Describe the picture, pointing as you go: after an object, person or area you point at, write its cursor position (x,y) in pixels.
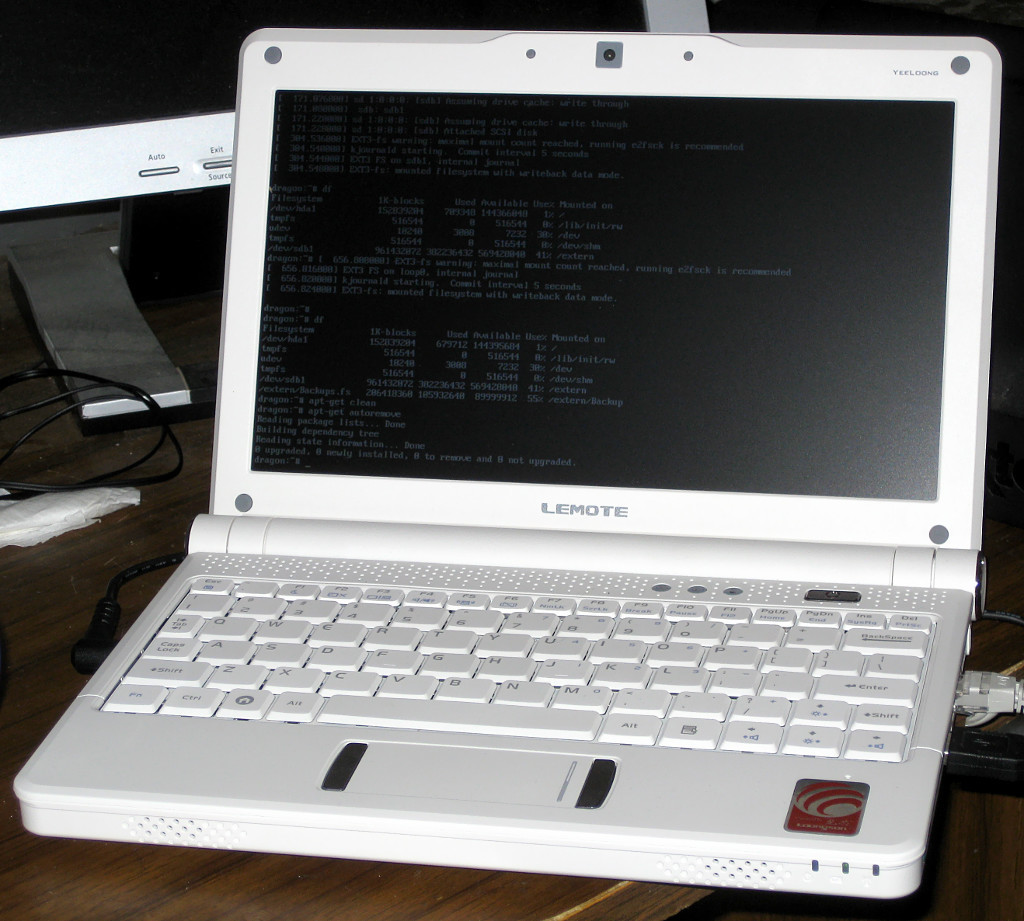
In this image in the front (404,475) there is a laptop (273,386) which is white in colour and in the background (147,139) there is a monitor (191,111) and there are wires (130,386).
